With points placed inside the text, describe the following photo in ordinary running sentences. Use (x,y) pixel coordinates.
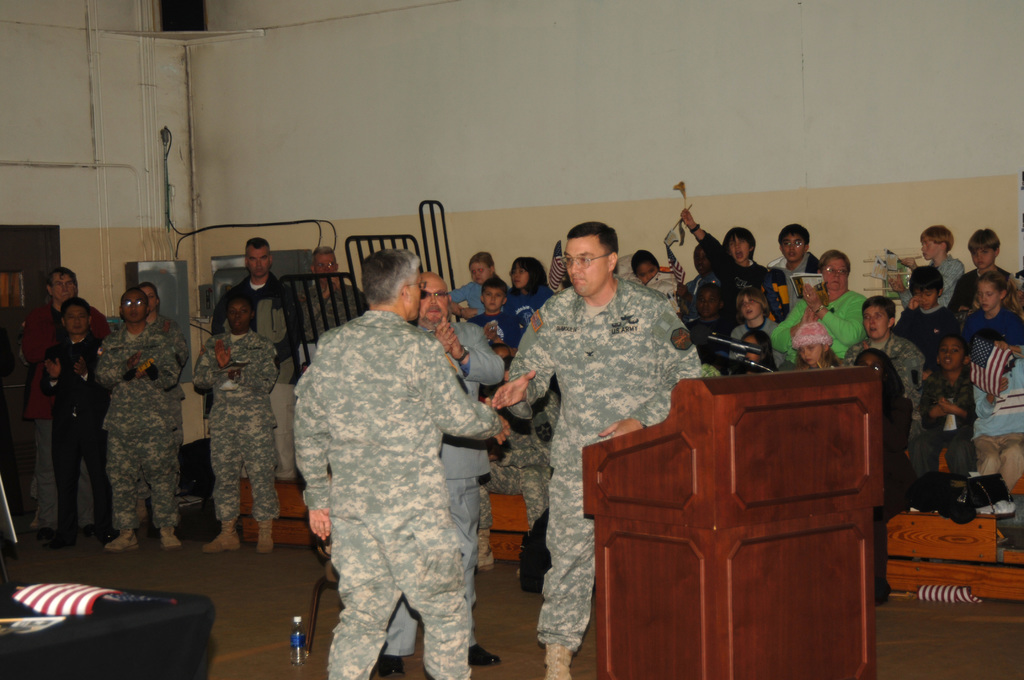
In this image I can see the group of people (479,321) with different color dresses (551,317). I can see few people (404,403) with the military uniforms (518,429). I can see one person (645,396) standing in-front of the podium (686,454). On the podium (677,397) I can see the mic (758,370). To the left (321,552) I can see the black color object (121,659), chair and the bottle (296,652) on the floor (242,619). In the background (20,314) I can see some objects (354,254) and the wall (415,209).
